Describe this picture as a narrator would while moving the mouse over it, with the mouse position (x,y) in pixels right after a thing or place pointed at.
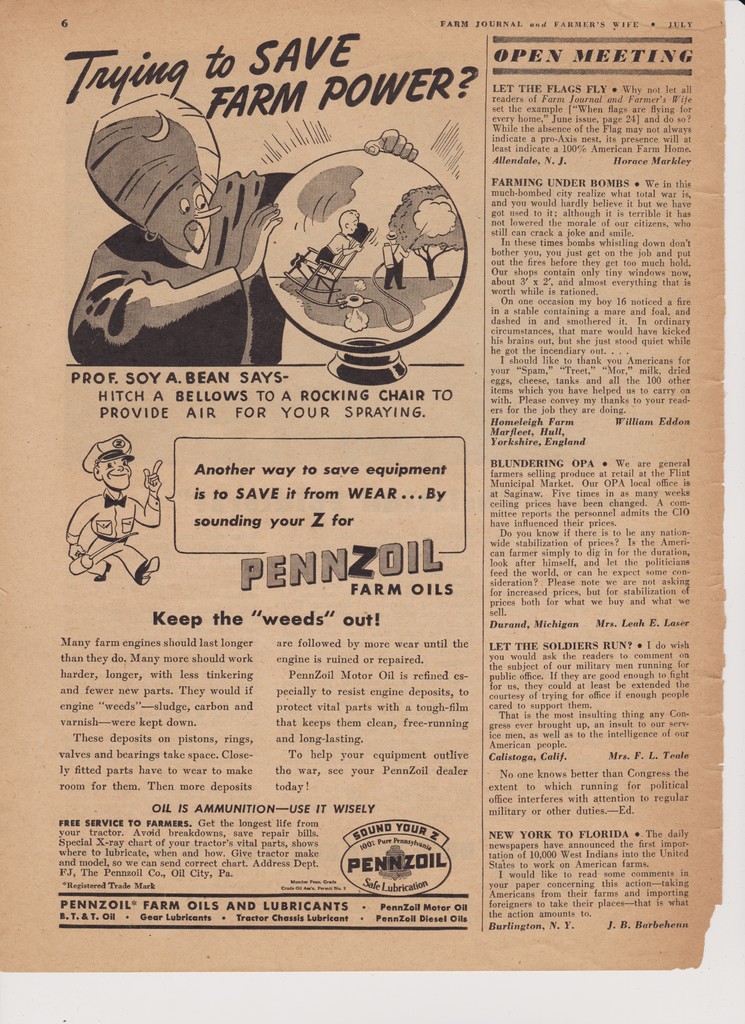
In this image I can see the news paper article (391,480) in which I can see something is written and a picture (215,233) of a person (186,257) holding a globe (364,219) and another picture (149,496) in which I can see a person (156,468) is holding an object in his hands (73,555). I can see the paper (56,551) is brown in color.
